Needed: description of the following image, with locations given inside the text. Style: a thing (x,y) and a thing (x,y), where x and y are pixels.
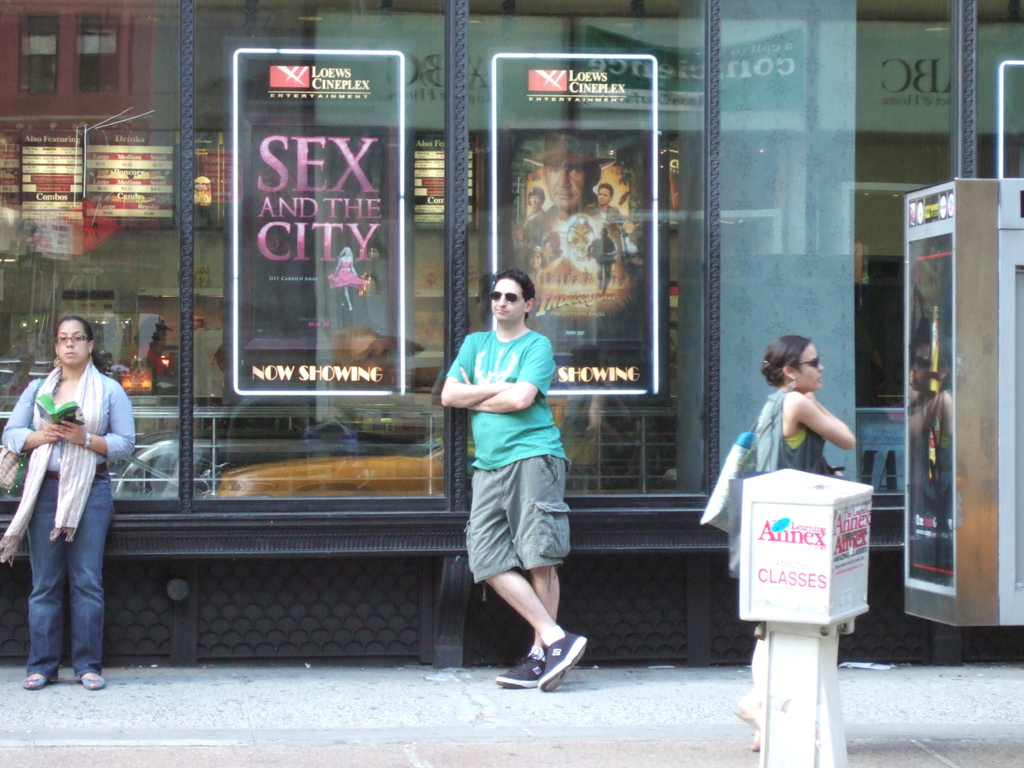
In this image, there are two people (551,424) standing and a person (768,453) walking. This looks like a glass door (19,242). I think these are the posters (600,370) with the lights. I can see the reflection (304,467) of the vehicles (290,467), name boards (920,82) and buildings (875,82). On the right side of the image (924,506), that looks like a hoarding (920,423). I think this is the pathway (353,735).
